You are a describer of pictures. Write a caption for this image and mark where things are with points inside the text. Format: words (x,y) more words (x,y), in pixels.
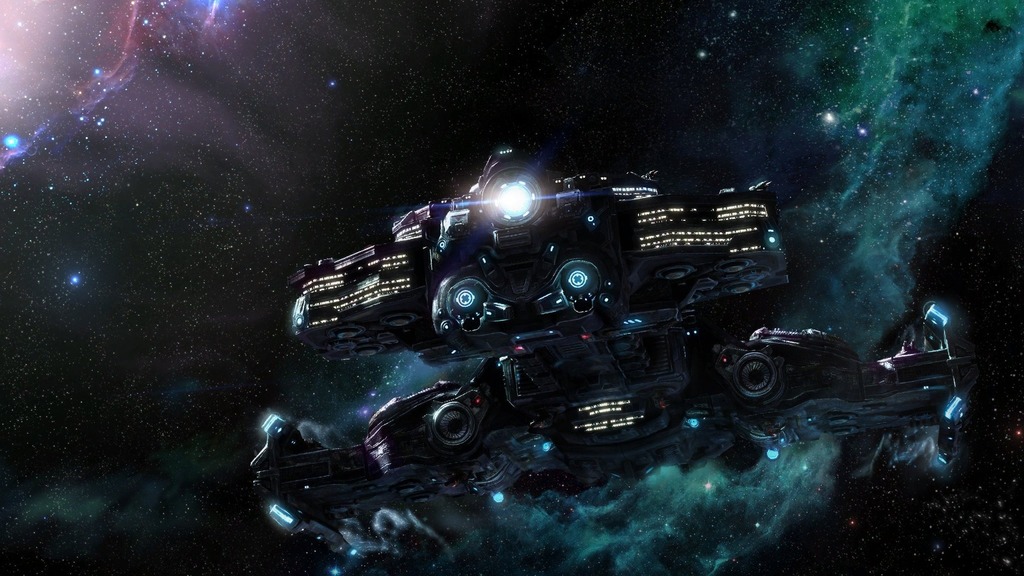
This image consists of a spaceship (659,461). In the background (60,328), we can see the sky (801,152) along with stars (209,221).
